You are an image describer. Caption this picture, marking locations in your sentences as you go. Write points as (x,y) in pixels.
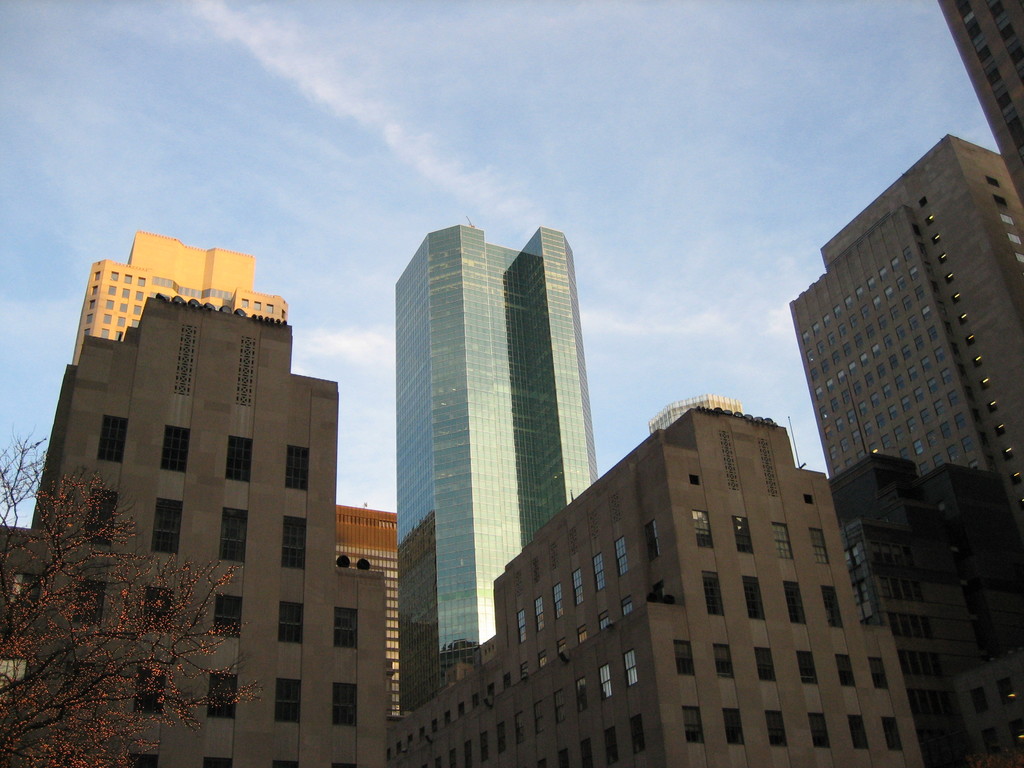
In the foreground (597,668) I can see buildings (427,608) and a tree (44,662). On the top (298,194) I can see the sky (553,166). This image is taken during a day.
